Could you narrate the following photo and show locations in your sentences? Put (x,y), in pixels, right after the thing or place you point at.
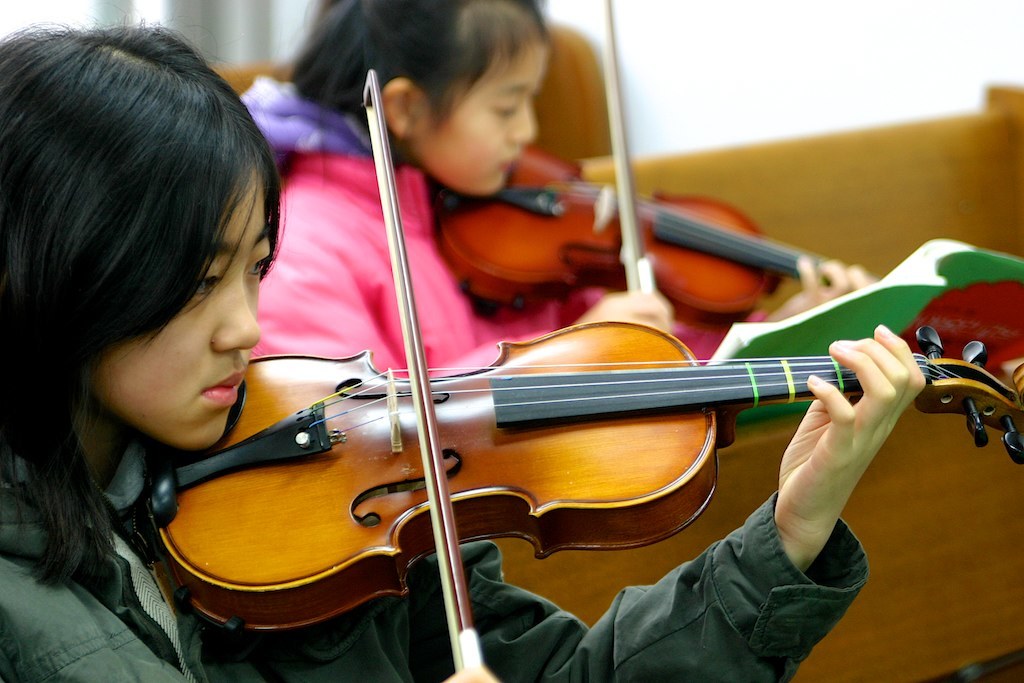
In this image there are 2 persons (353,256) playing a musical instrument (599,362) holding in their hands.
